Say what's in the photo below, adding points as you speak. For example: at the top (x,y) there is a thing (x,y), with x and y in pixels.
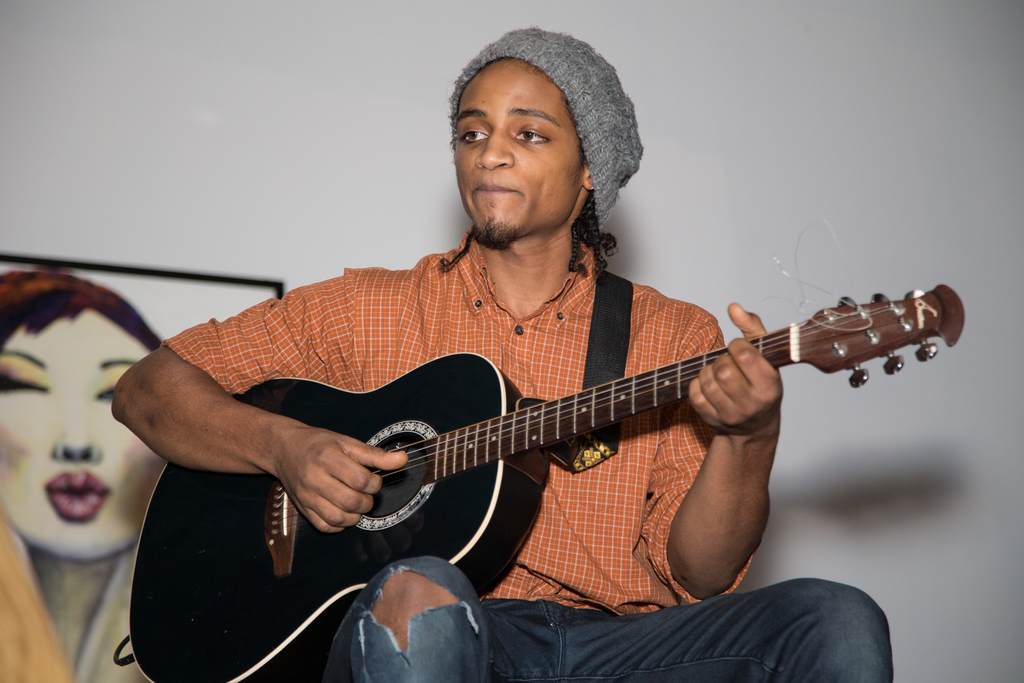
This image consists of a person (518,582) sitting on the chair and playing guitar (535,460). The background (61,599) is white in color and a wall painting (9,295) is there on it. This image is taken inside a room (814,189).
